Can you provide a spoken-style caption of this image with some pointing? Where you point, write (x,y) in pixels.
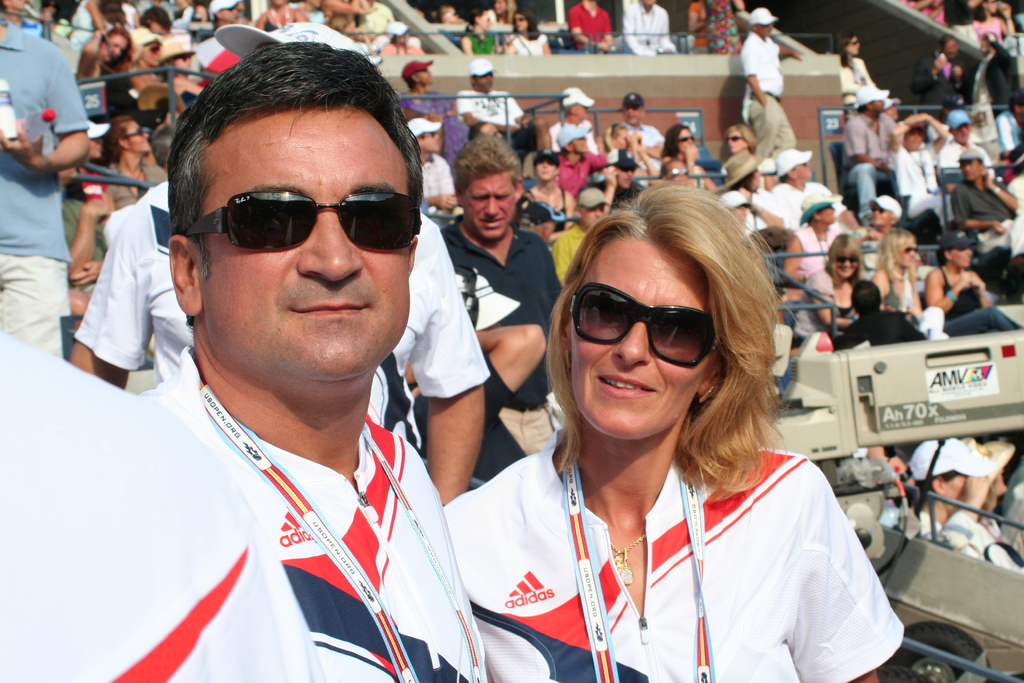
In this image we can see some people (963,142) are sitting, some people (626,371) are standing, one poster (968,381) with text (943,374) attached to one object (915,363), small boards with numbers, some objects (946,642) on the ground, some people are holding some objects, some people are walking, some people (272,652) are truncated and two people (276,537) in white dress (369,515) in the middle of the image (655,380) wearing ID cards (585,563).
